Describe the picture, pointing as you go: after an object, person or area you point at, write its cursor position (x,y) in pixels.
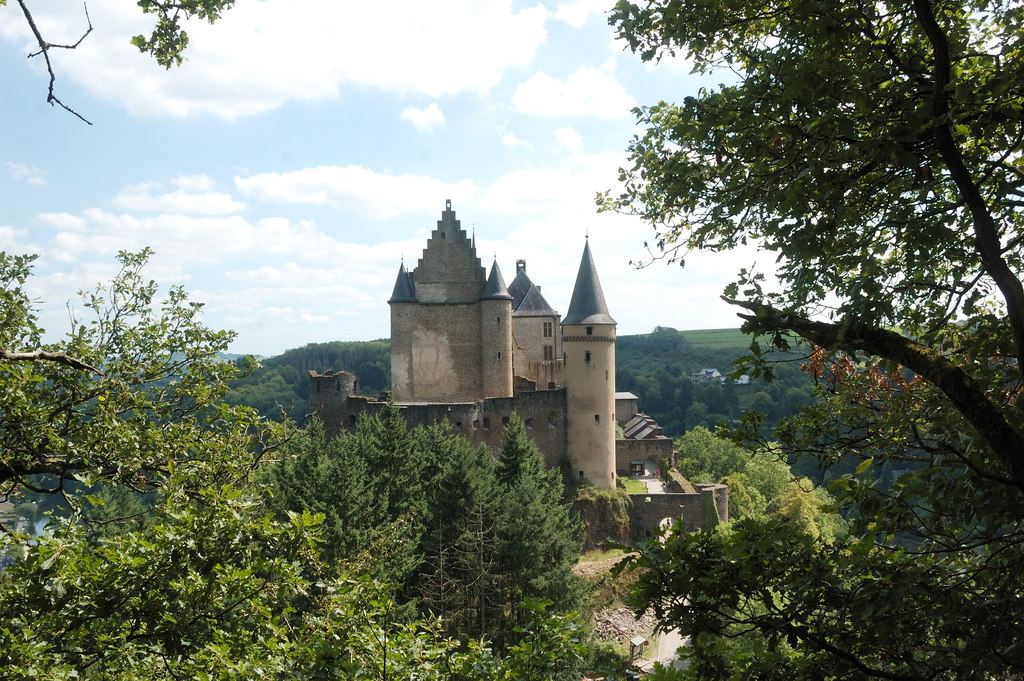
In this image we can see many trees (308,616), water (54,526), castle (579,428), grassland (723,344) and the sky (271,255) with clouds (571,213) in the background (327,138).
